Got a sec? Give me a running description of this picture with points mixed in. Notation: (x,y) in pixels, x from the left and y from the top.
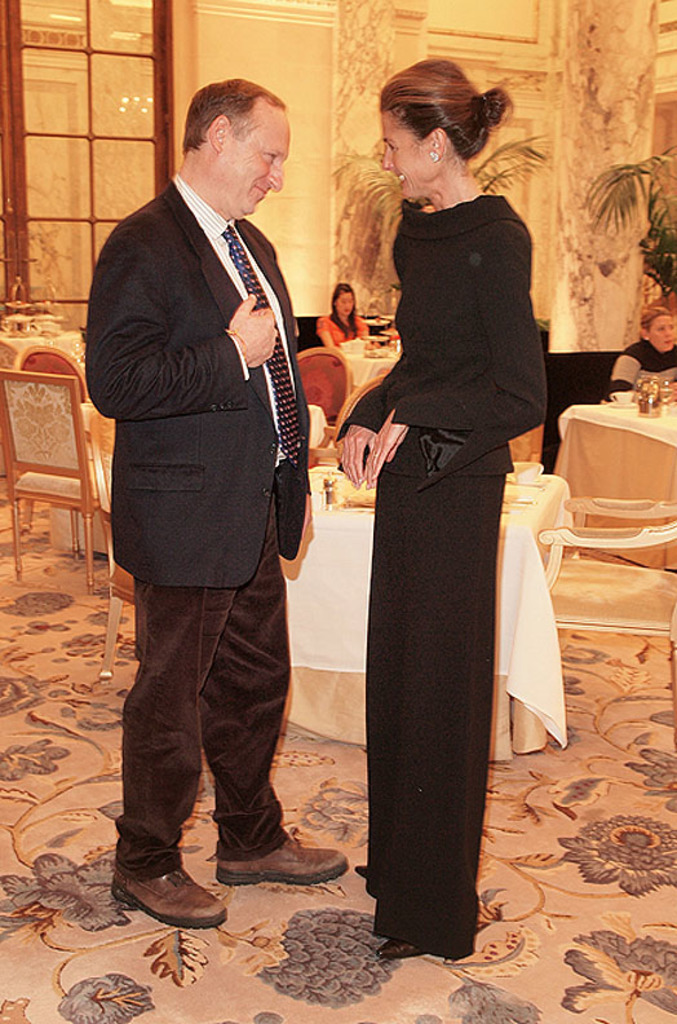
In the image we can see a man (271,361) and a woman (416,325) standing, wearing clothes (258,486), shoes (301,858) and they are smiling, the woman (421,291) is wearing earrings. We can see there are even other people (638,350) sitting. There are even chairs (331,441) and tables (343,611), on the table (360,582) there are many other things (367,490). Here we can see carpet (583,952), wall (272,35), leaves (666,153) and the door (163,67).
